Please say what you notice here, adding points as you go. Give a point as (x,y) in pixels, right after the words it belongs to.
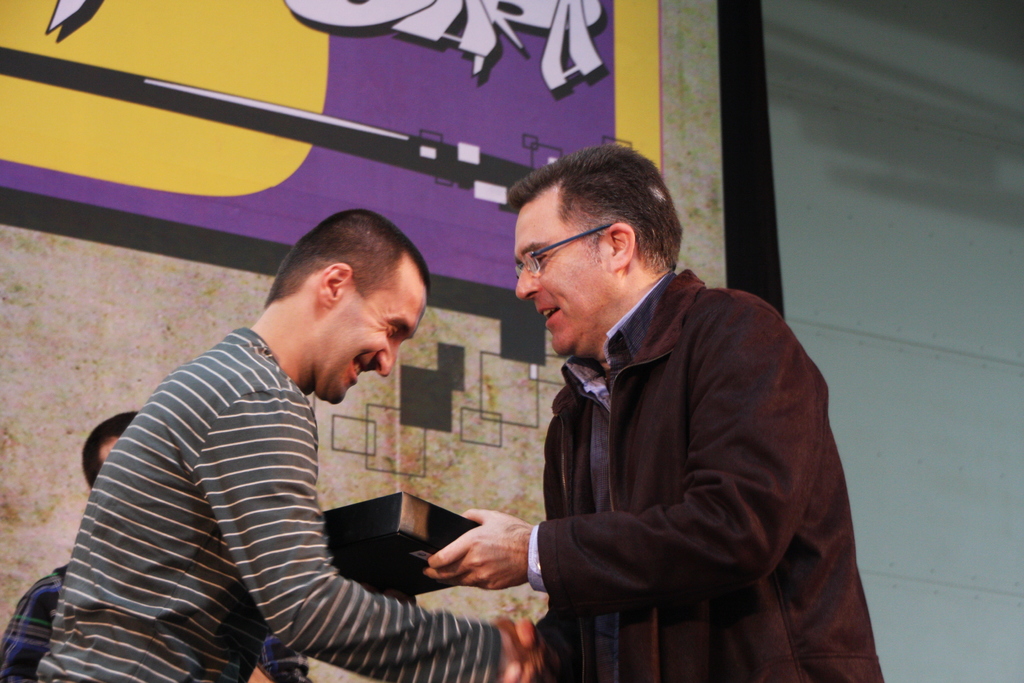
In this image I can see three persons (283,451) and in the front (469,582) I can see one of them is holding a black colour box (417,551). I can also see the right one is wearing a jacket (621,399) and a specs (584,233). In the background (105,17) I can see a board (701,41) and on it I can see something is written.
